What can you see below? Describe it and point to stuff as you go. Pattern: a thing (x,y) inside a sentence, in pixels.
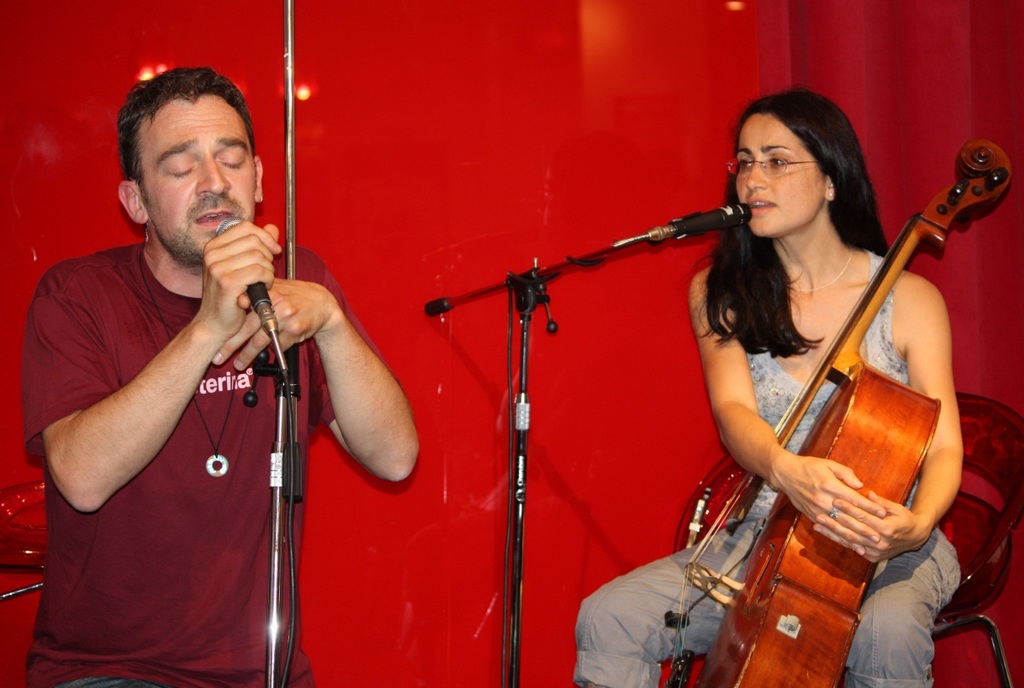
In this image, there is a person (781,400) sitting in a chair (1002,528) in front of this mic (696,226) and holding a musical instrument (868,445) with her hands (843,482). There is an another person (168,263) who is holding a mic (253,291) with his hands (243,261). This person (792,222) is wearing spectacles (790,164) on her head (832,152). There is a red background (574,43) behind these persons (895,346).
